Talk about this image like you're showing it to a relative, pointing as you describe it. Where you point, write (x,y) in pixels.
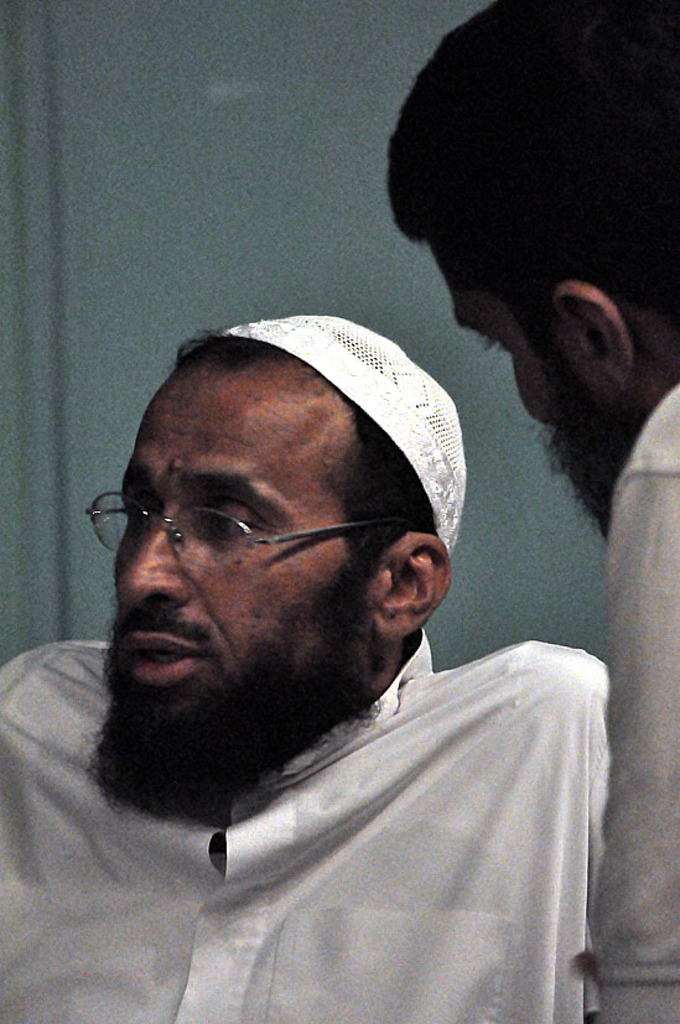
In this picture there is a person (215,879) wearing white dress (187,834) is having beard (218,740) and there is a white cap (412,416) on his head (400,462) and there is another person (663,671) beside him in the right corner (649,604).
